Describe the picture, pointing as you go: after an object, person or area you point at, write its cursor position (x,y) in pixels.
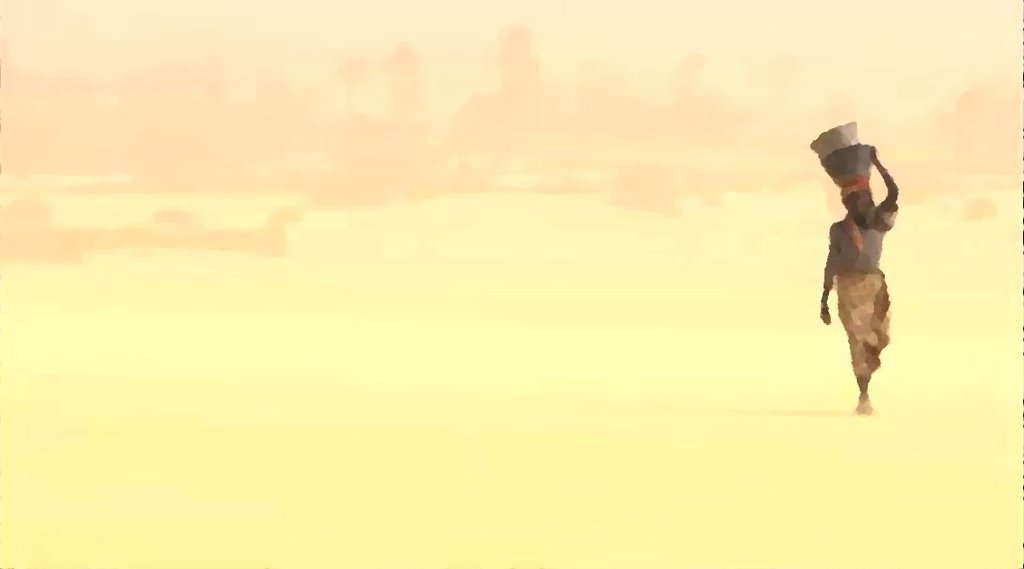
In the foreground of this painted image, there is a woman (883,295) walking and carrying some objects (840,144) on her head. In the background (450,214), there is yellow in color.
